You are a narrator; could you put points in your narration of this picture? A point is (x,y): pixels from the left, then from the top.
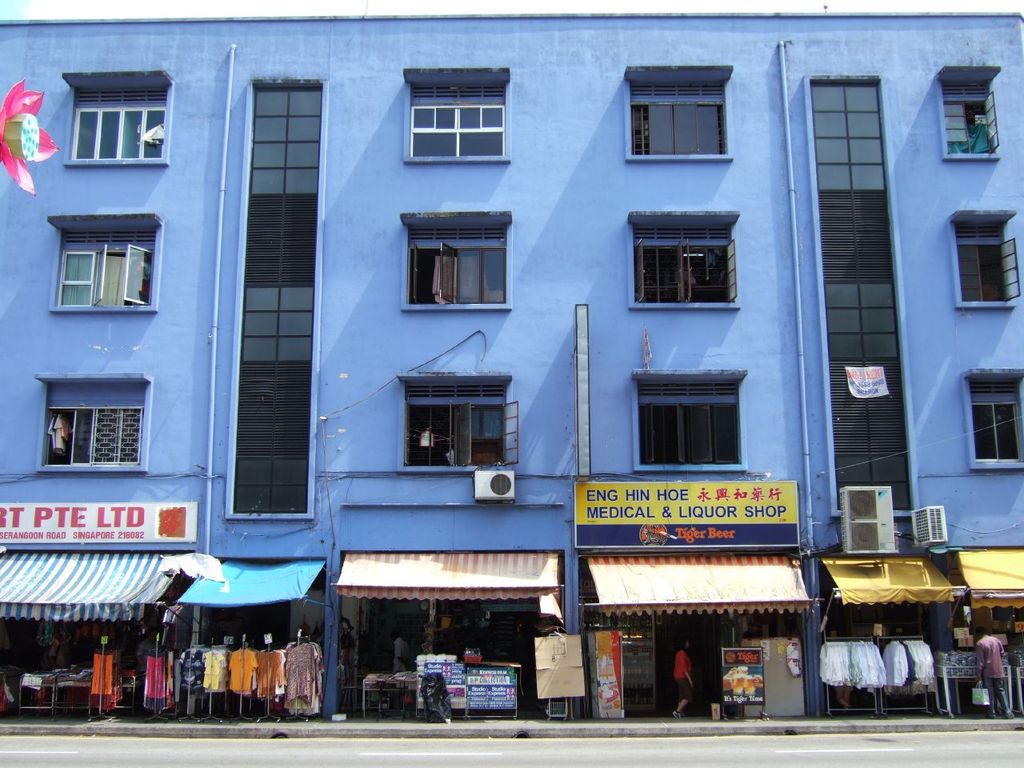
In this image we can see the stores (426,591), boards (601,705), air conditioner boxes (923,514) and the blue color building (527,146) to which we can see many glass windows (90,448).
